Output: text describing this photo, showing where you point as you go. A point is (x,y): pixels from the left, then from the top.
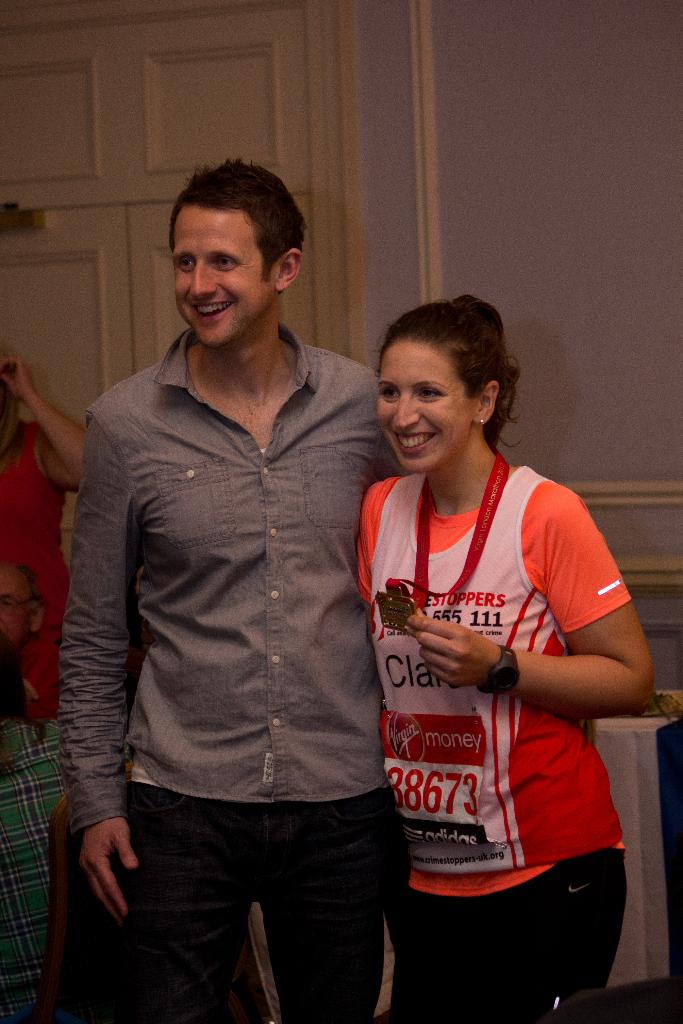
In the image there is a man (208,523) in grey shirt (265,615) and a woman (441,708) in orange t-shirt (580,563) standing beside each other, they are smiling, behind them there is door (190,160) on the wall (609,137) with few persons (11,545) standing in front of it.
